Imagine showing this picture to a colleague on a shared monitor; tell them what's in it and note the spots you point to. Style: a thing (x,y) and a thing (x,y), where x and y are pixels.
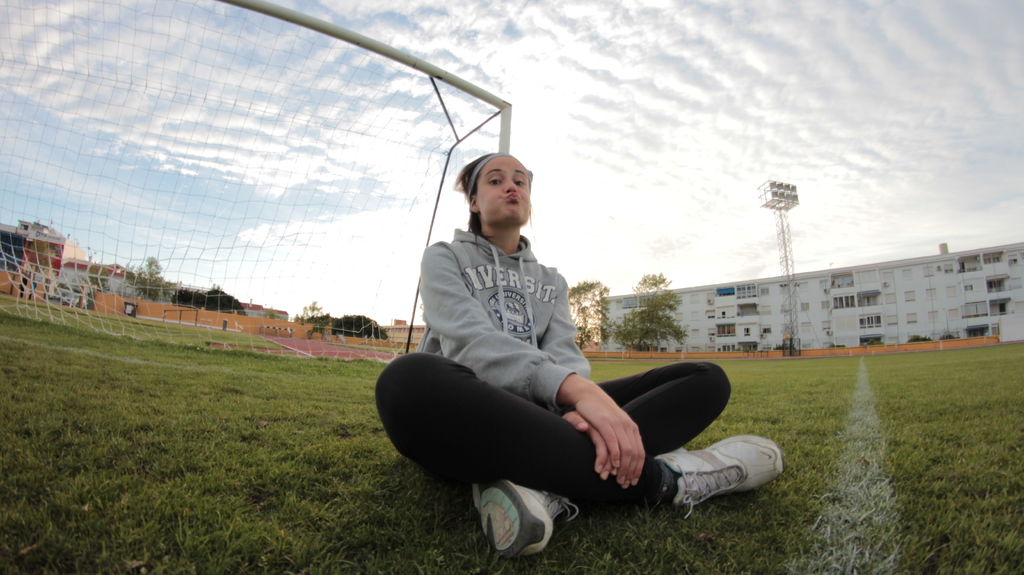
Here in this picture we can see a woman (526,305) sitting on the ground (461,545), which is fully covered with grass (183,454) and she is making a facial expression and behind her we can see a goal post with net (144,225) on it and we can see buildings (891,328) present all around her and we can also see light posts (780,263) present on the tower (790,345) and in the far we can see plants (661,329) and trees (649,347) present and we can see clouds (360,103) in the sky (177,160).
